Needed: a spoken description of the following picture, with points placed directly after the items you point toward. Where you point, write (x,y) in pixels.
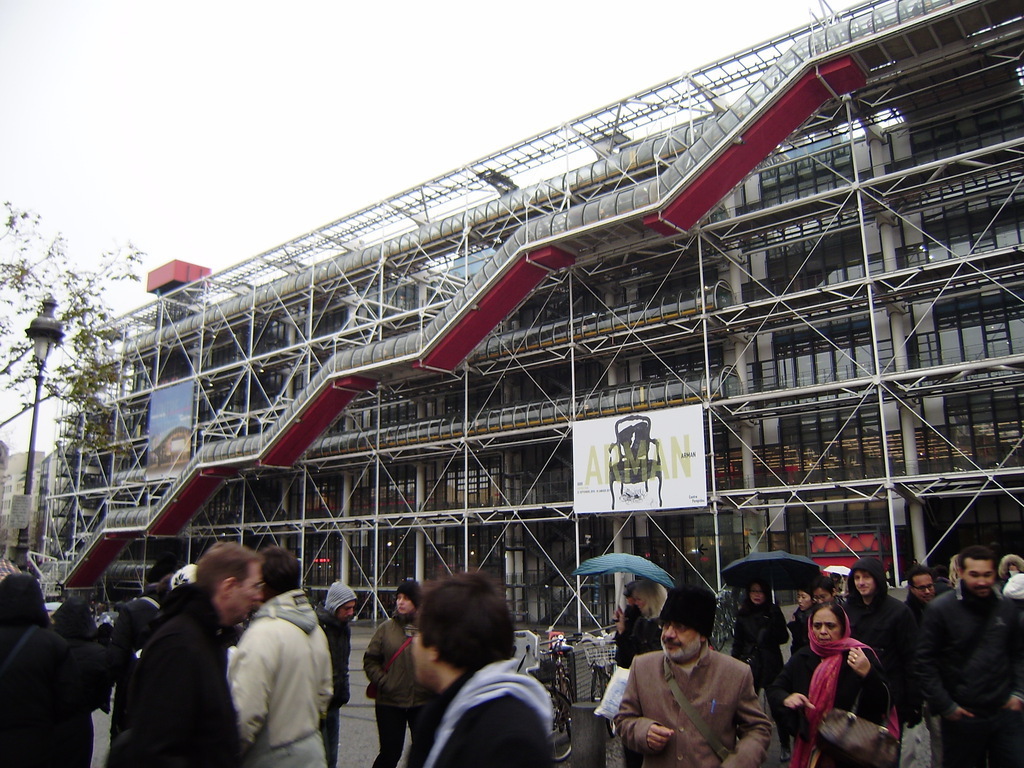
In this picture I can see group of people (898,710) walking on the road (354,706), there are umbrellas (755,571), vehicles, boards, tree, light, pole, a building (282,374), stairs (457,304), and in the background (419,57) there is sky (557,56).
